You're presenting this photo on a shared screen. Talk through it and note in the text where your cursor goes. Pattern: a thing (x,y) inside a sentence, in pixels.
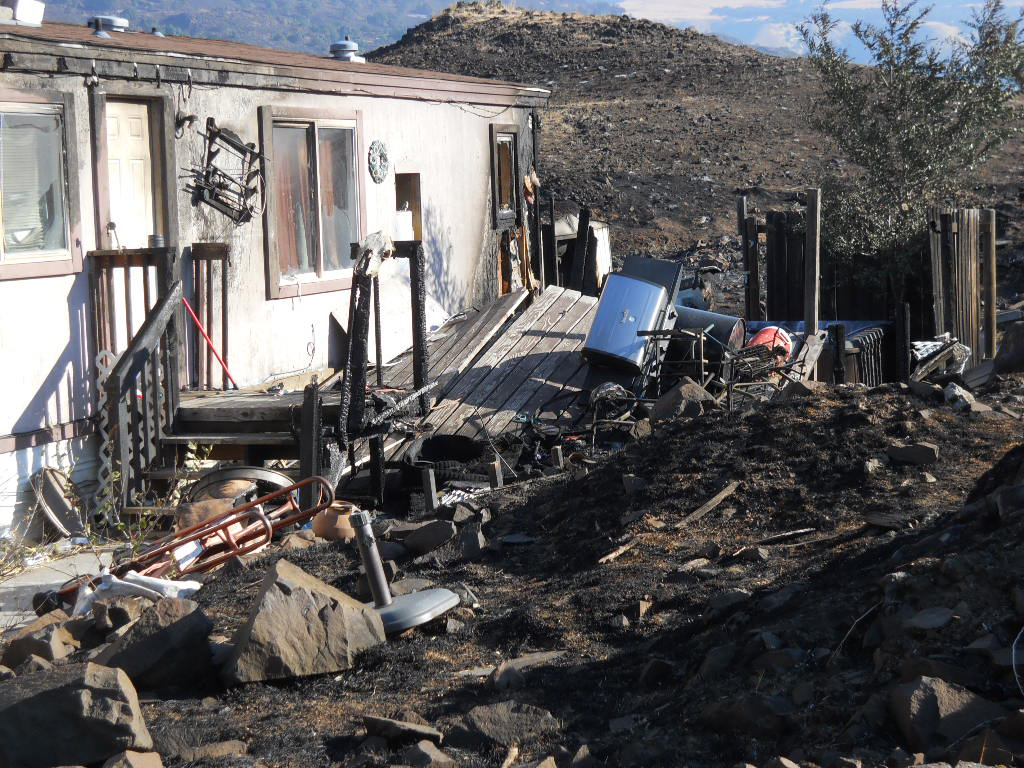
This image is taken outdoors. In the background (670,35) there are a few hills (646,40) and there is the sky (721,29) with clouds (765,26). On the left side of the image (206,240) there is a house (304,178) with walls (431,148), windows (301,202), doors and a roof (99,41). There are many iron bars (378,361) and a few collapsed wooden platforms (450,381). There are many stones (283,665) and rocks (466,516) on the ground (927,668). There are many objects (635,301). There is a wooden fence (920,277) and there is a tree (889,179).
